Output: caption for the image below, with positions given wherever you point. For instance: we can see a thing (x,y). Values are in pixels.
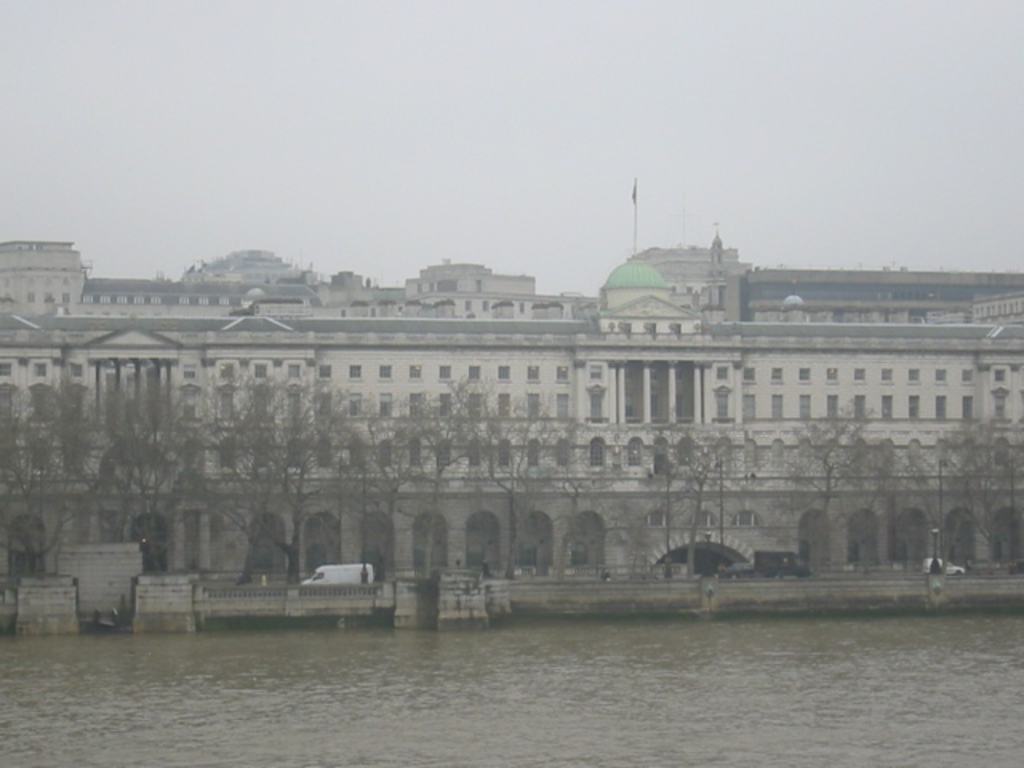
In this picture we can see building (543,396). Here we can see a flag (637,198) which is on the dome (634,273). On the bottom (685,654) we can see water (468,654). Here we can see a white color car (359,571) which is near to the fencing (340,584). Here we can see many trees (518,466) in front of the building (497,454). On the top (444,90) we can see sky (425,117) and clouds (379,91). On the right (941,482) we can see a pole (941,504).
